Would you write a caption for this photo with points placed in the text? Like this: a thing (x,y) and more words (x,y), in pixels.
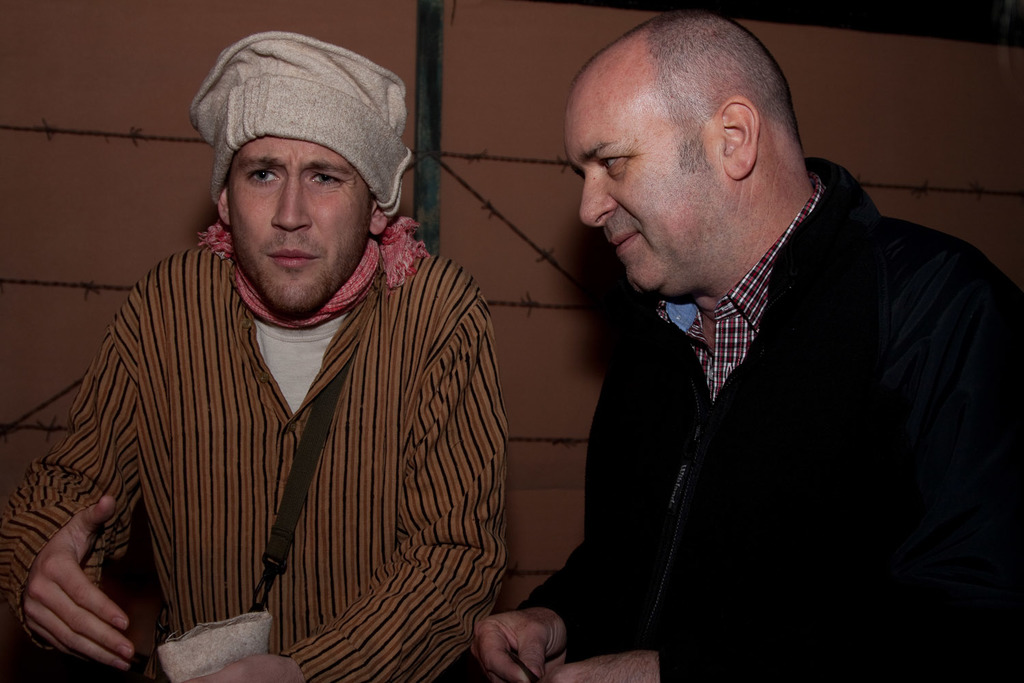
In the picture I can see a person (729,453) wearing black color jacket (760,440) is on the right side of the image (759,477) and a person (151,446) wearing a shirt (374,505) and cap (323,54) is carrying a bag (289,537) is on the left side of the image (264,542). In the background (940,172), I can see the wired fence (522,181) and the brown color wall (530,166).
